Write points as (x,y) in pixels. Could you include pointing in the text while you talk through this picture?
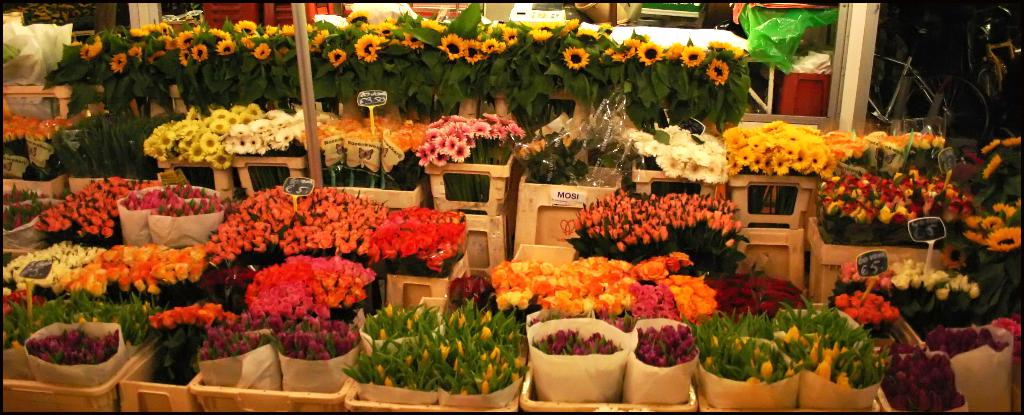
In this picture we can see a group of bunch of flowers (385,310), containers (302,399), pole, boards (299,187), cover (610,123), paper (684,41), stand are present. At the top right corner (947,116) bicycle (913,73) is there.
